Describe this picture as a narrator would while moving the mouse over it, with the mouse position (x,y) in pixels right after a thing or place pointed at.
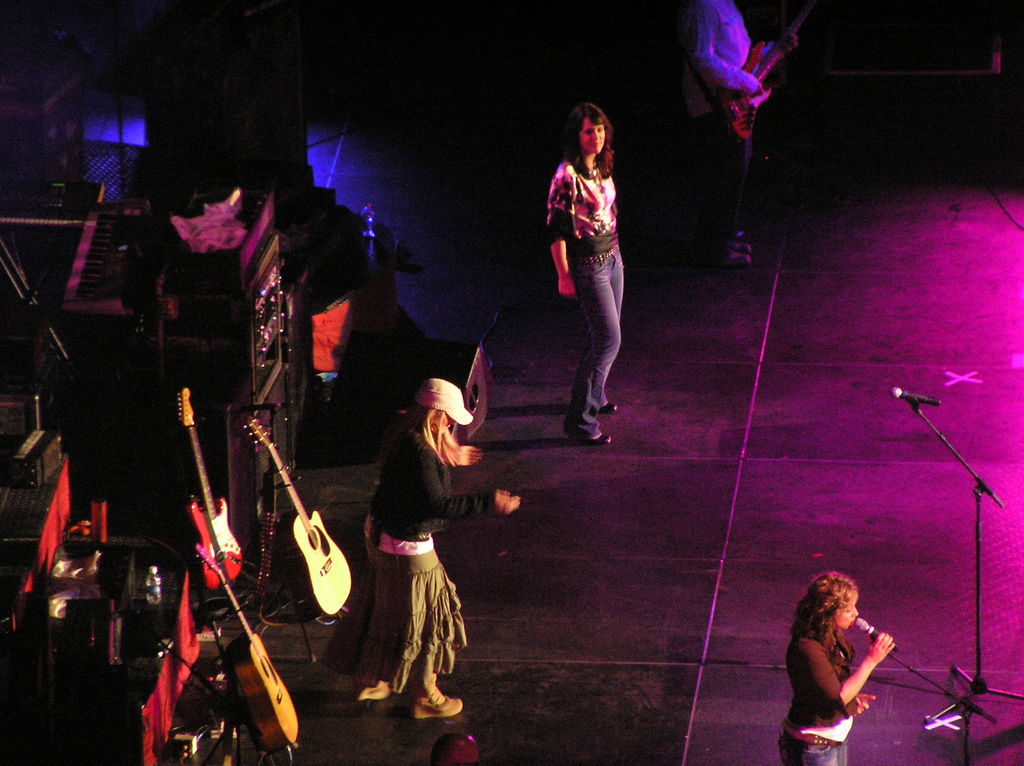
A group of people (854,681) are performing on stage (640,687). Of them, three (605,380) are women (805,605) and a man (742,154).
